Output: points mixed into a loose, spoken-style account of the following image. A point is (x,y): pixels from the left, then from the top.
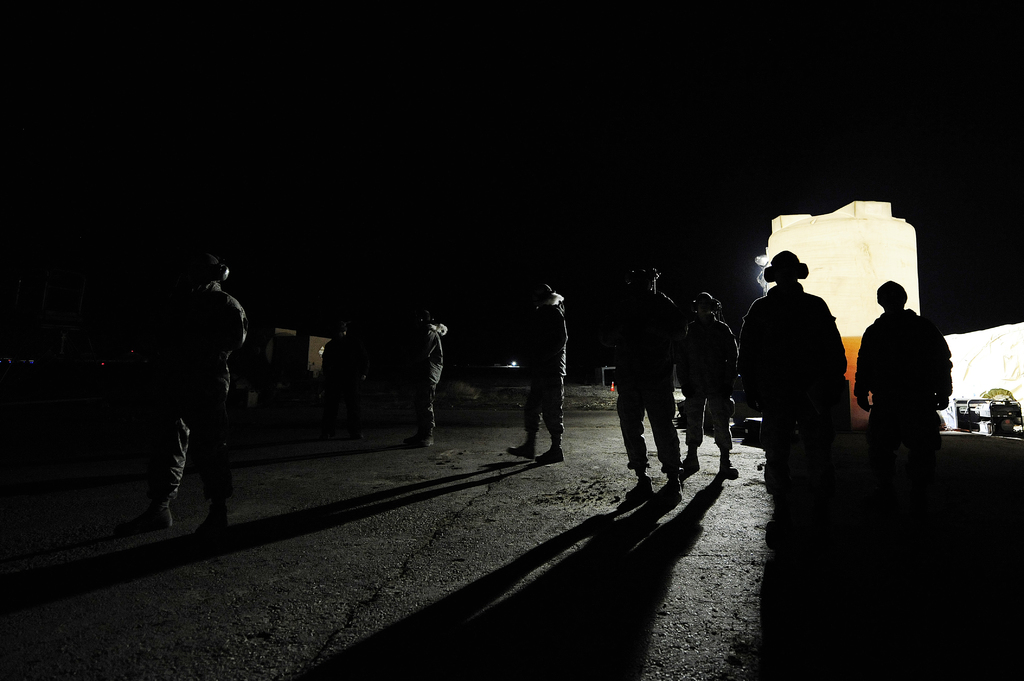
In this image I can see number of people (565,355) are standing and on the right side of the image (1008,369) I can see a white colour thing (989,344) and few stuffs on the ground (754,493). I can also see few shadows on the ground (409,478) and I can see this image is little dark.
